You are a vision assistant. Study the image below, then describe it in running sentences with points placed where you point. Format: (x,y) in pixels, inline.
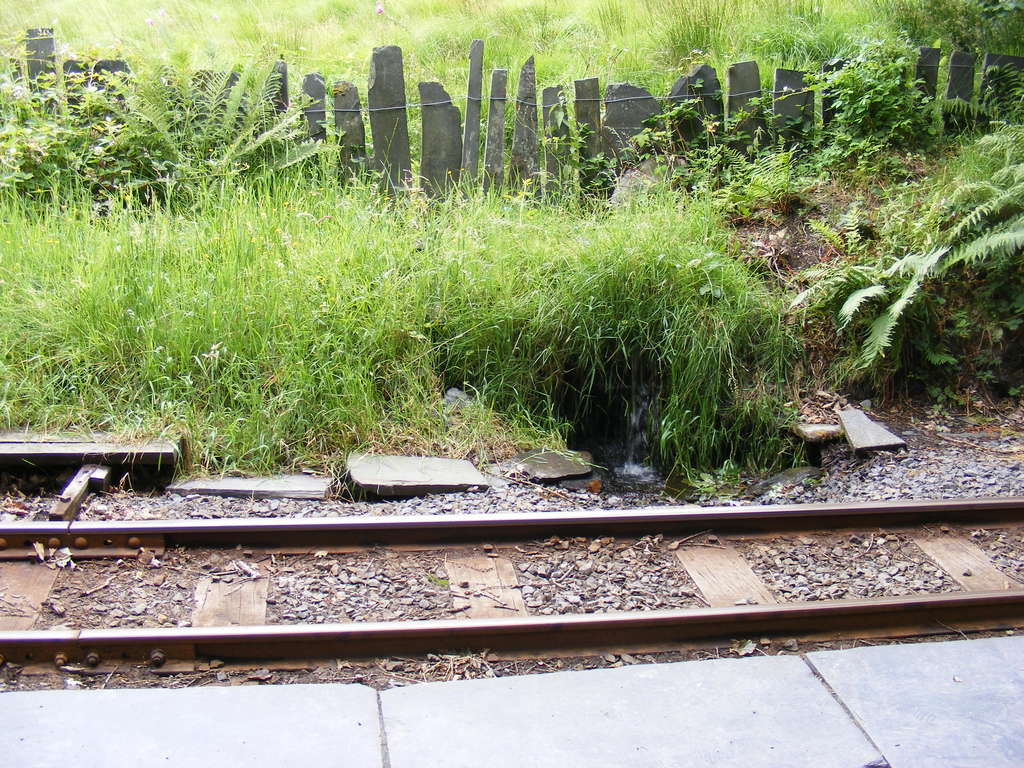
In this image there is a railway track (374,590) on the ground (119,592). There are stones (653,563) near the track (303,644). Beside the track (701,625) there are plants (194,125) and grass (504,31) and the ground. At the top (468,136) there is a fence (549,120).
